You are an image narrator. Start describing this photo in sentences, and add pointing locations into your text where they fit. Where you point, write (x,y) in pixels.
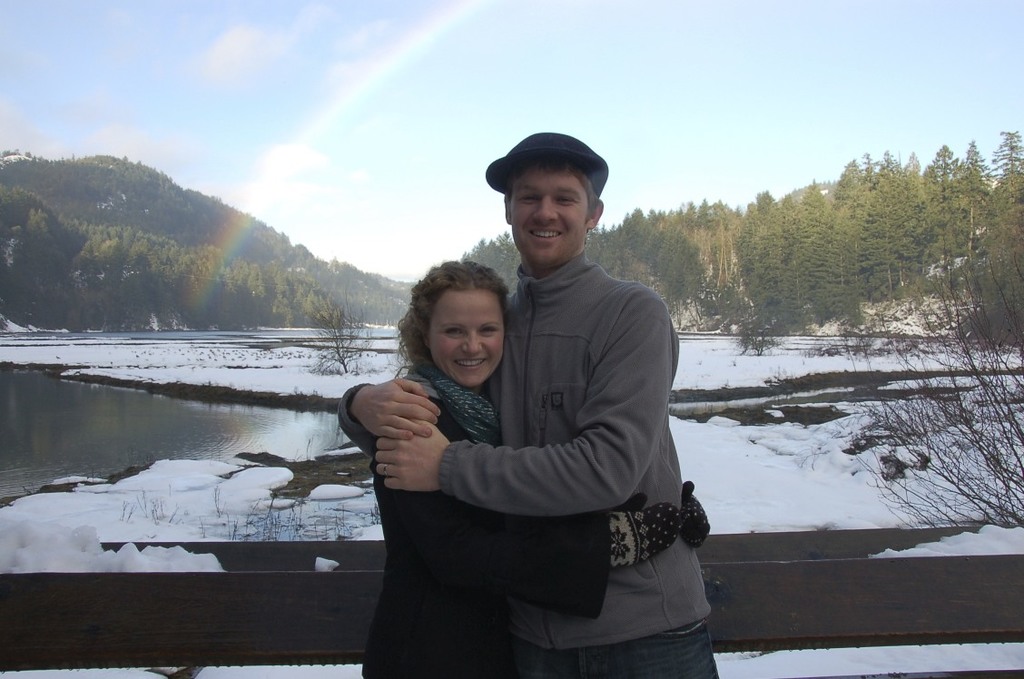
In this image we can see two people (565,475) standing. One person (579,251) is wearing a cap (551,153). In the background (129,627), we can see a wooden fence (804,606), water (91,430), a group of trees (194,324), a rainbow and the cloudy sky (403,117).
